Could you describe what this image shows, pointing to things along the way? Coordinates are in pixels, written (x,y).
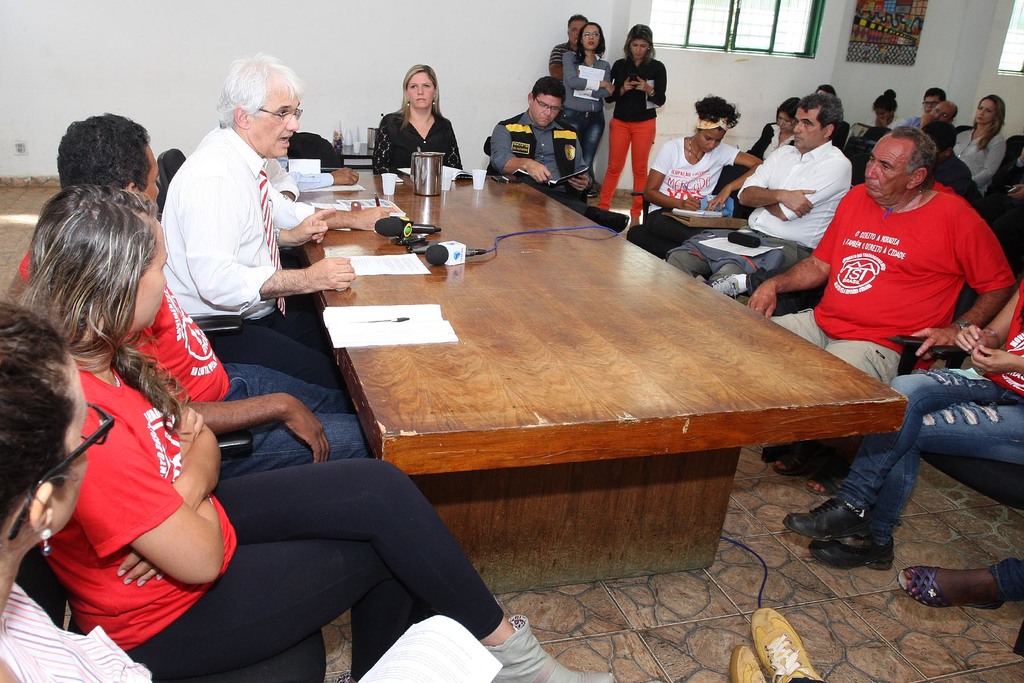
In the center (349,450) we can see group of persons (604,216) were sitting on the chair (323,161) around the table (477,284). On table (493,269) we can see microphone (463,243), paper (381,328) etc. On back we can see wall (778,67), window (790,44), three of persons (617,79) were standing holding book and few more objects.
